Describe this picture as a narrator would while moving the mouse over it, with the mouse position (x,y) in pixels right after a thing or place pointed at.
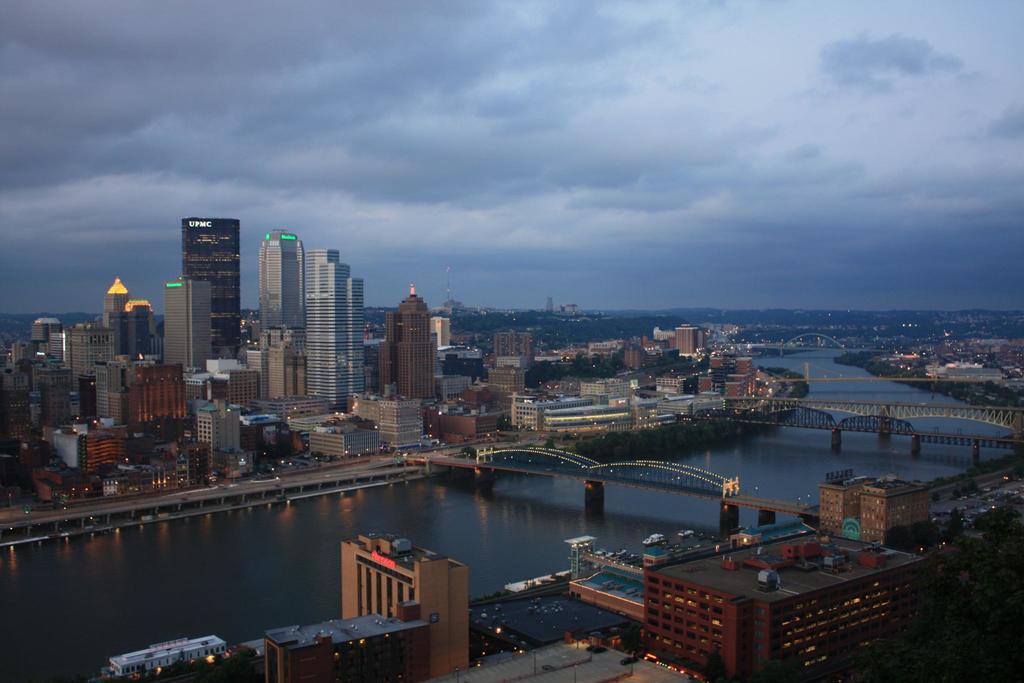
It is the picture of a city (263,382) there are many buildings (477,364), houses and other constructions (757,536), the city (861,360) is divided into two parts with a river (817,361) and across the river (742,431) there are some bridges (762,417).
